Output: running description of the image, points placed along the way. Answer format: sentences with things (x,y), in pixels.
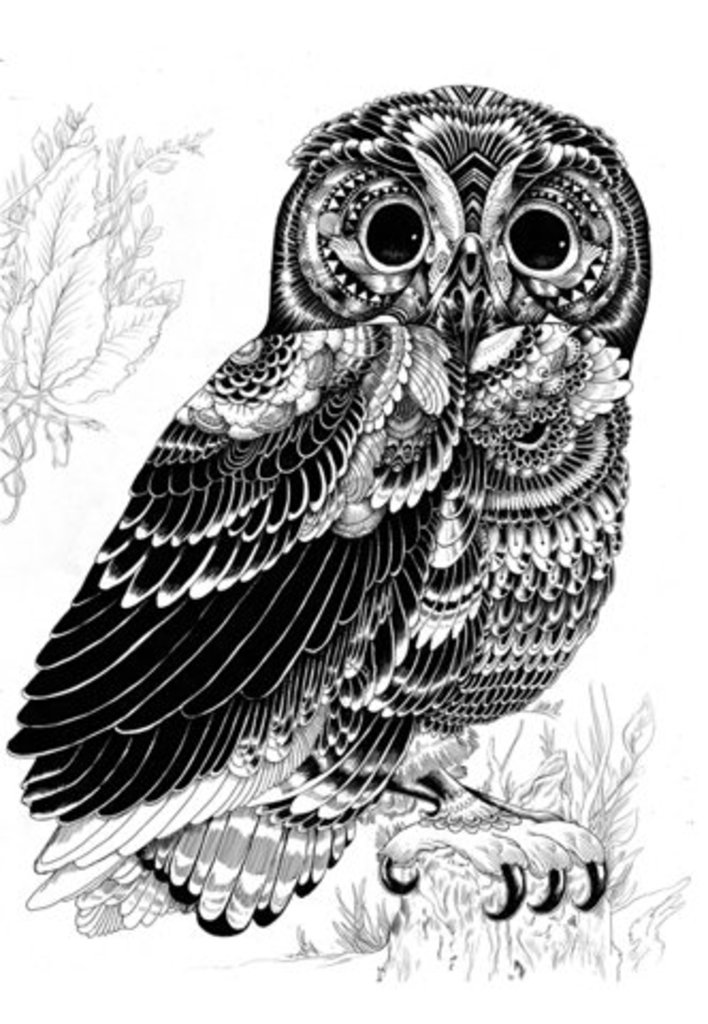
In this image I can see an owl art (436,335) and I can see leaves (60,181) and flower art (77,206) visible beside the owl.
